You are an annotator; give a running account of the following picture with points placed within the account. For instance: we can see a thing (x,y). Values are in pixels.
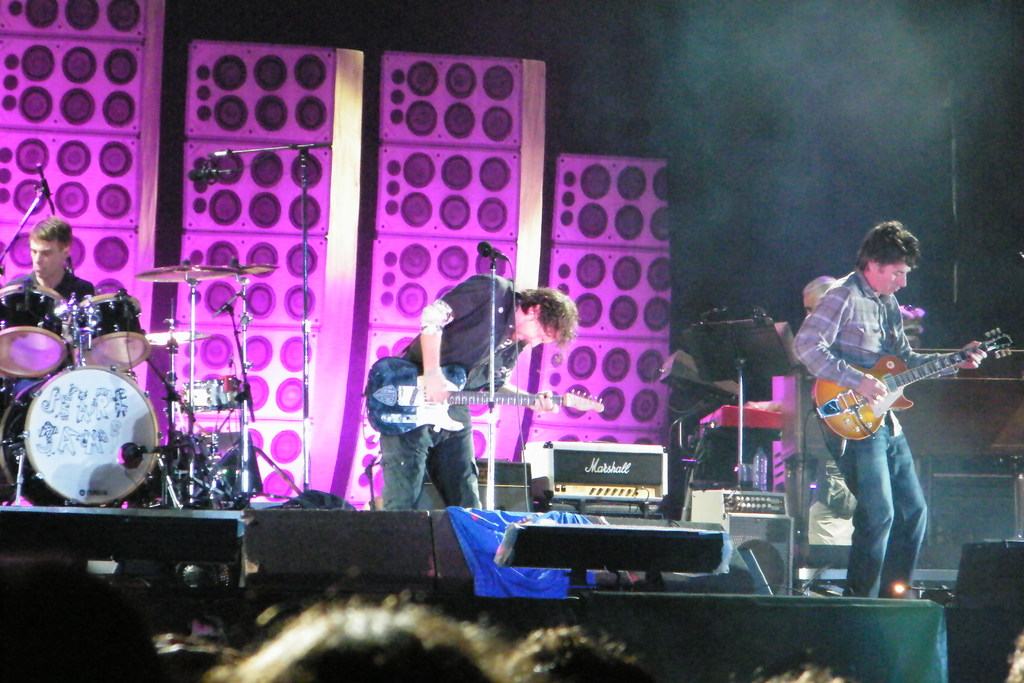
It is a stage (471,573) 4 persons (821,455) are performing the action on the stage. The right side of an image (853,446) there is a person (860,461) standing and playing the guitar (846,434). Left side of an image (184,443) there is a person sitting and beating the drums (116,413). Behind them there is a purple colored light (430,230).
